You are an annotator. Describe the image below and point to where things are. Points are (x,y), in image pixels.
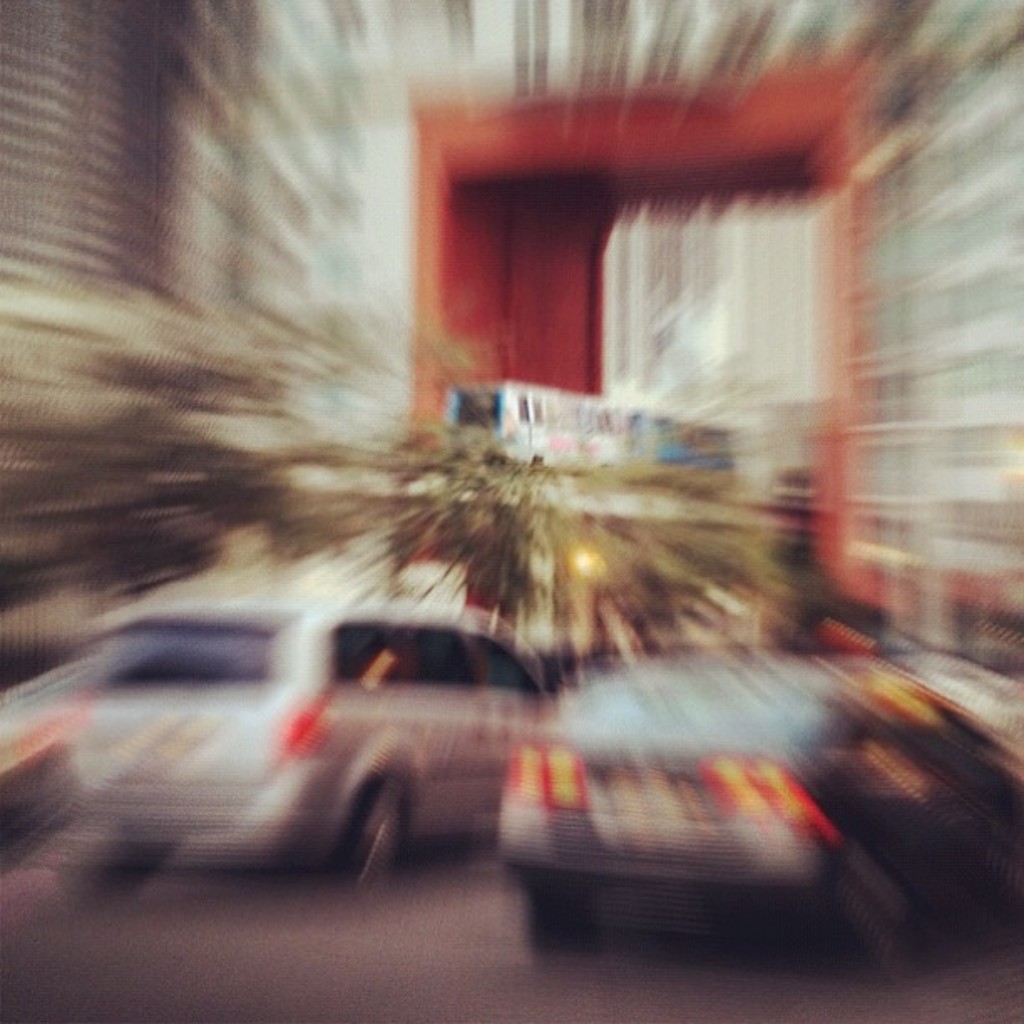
In this image we can see buildings (520,176), motor vehicles (659,853) on the road (491,868), creepers (421,458) and a train (617,455) on the track (616,475).
